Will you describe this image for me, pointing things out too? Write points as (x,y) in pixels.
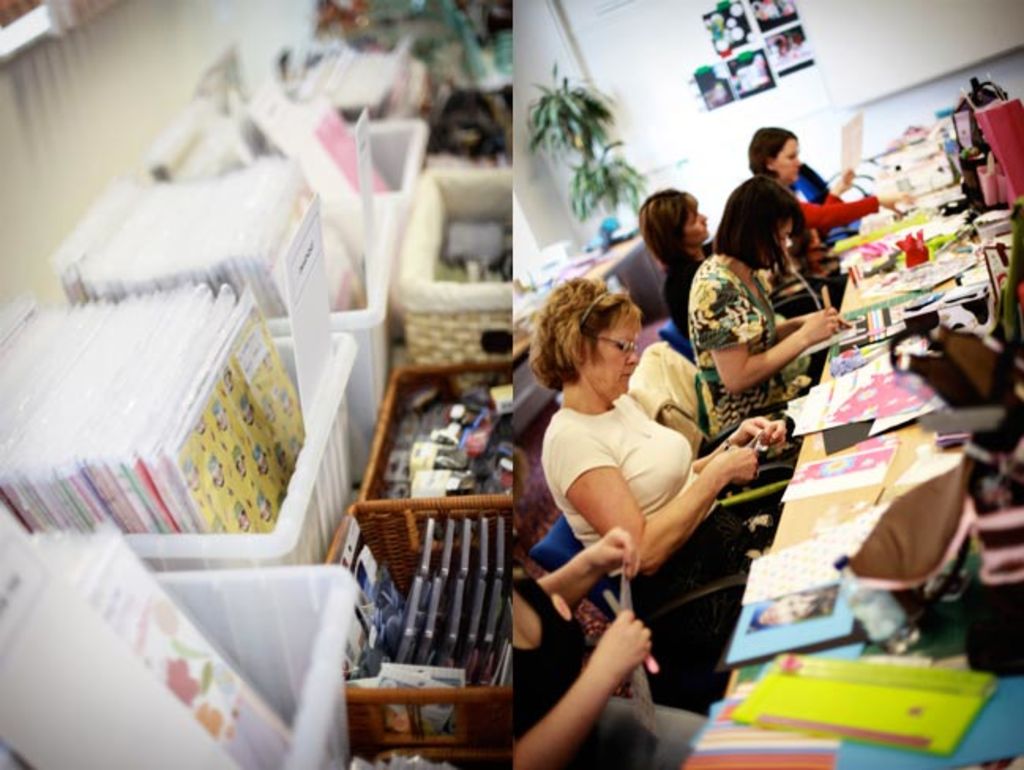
We can see two images. On the left side (54,598) image we can see cards (180,467) in the plastic boxes (331,328) and other objects (375,608) in the boxes (373,542) on a platform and we can see the wall (40,158). On the right side (742,432) image we can see few persons (753,509) are sitting on the chairs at the table (958,654) and on the table (980,516) we can see cards (938,274), bags (938,364) and objects (892,267) and in the background (581,101) we can see papers (741,81) attached on the wall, plant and objects (545,290) on a table (545,290).
